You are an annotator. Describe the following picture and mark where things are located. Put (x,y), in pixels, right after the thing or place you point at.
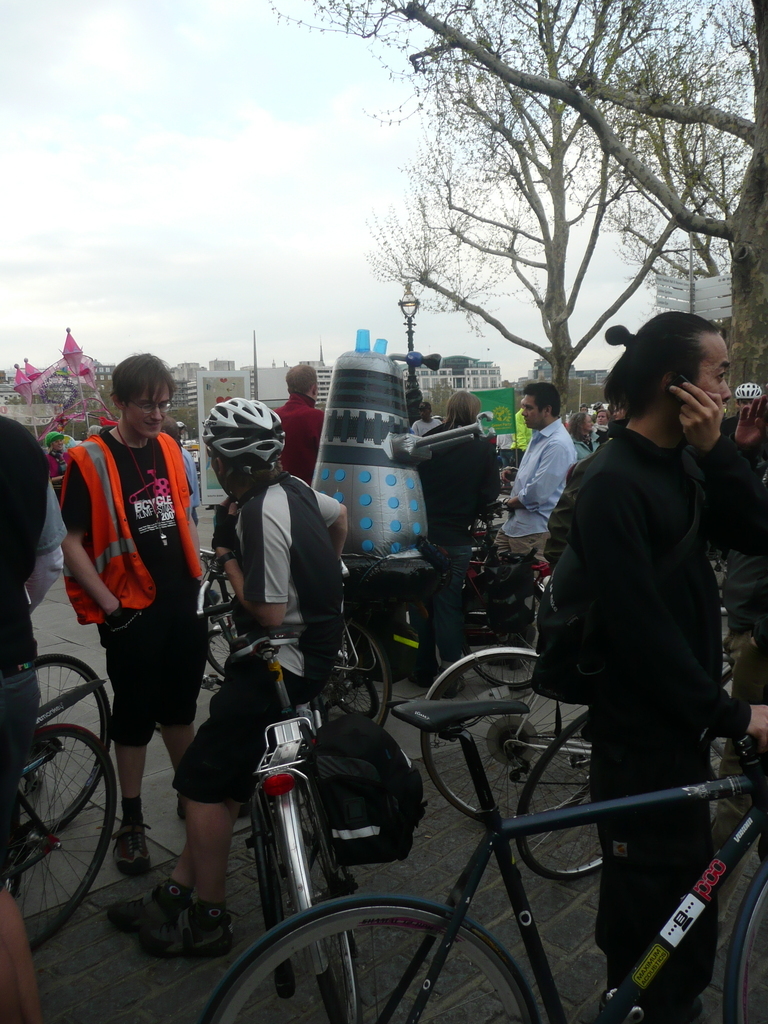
In this image I can see number of people (673,607) and also number of cycles (748,739). In the background (692,175) I can see few trees (761,157), a street light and number of buildings (474,366). I can also see clear view of sky (289,91).
